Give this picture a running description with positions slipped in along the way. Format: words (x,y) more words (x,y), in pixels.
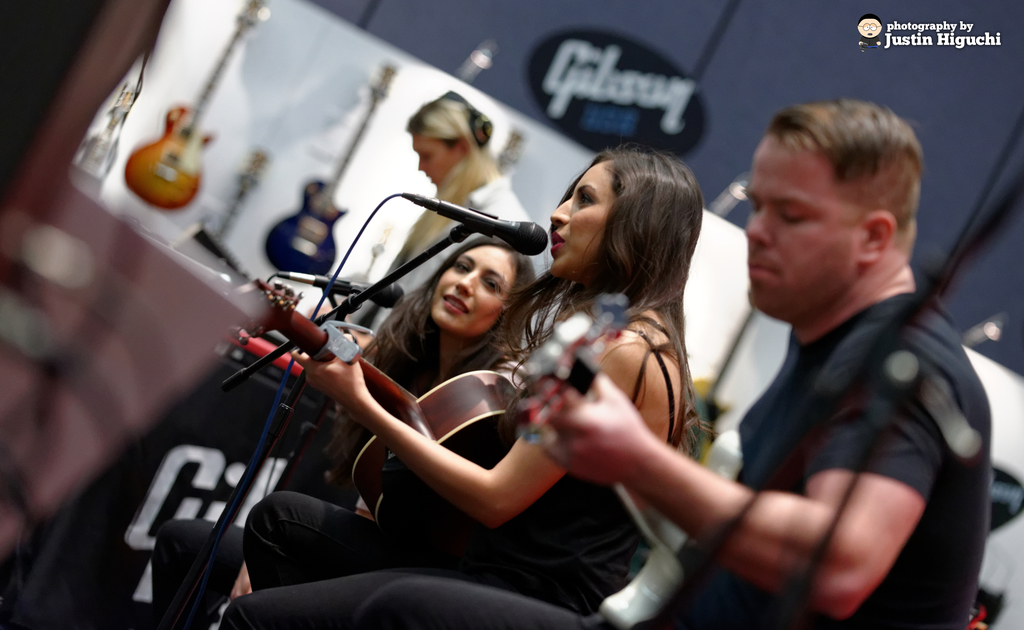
There is a woman (534,573) sitting at the center (665,225). She is holding a guitar (494,404) in her hand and she is singing on a microphone (518,231). There is another woman (496,311) sitting beside to her and she is smiling. There is a man (788,123) who is sitting right side (965,479).
